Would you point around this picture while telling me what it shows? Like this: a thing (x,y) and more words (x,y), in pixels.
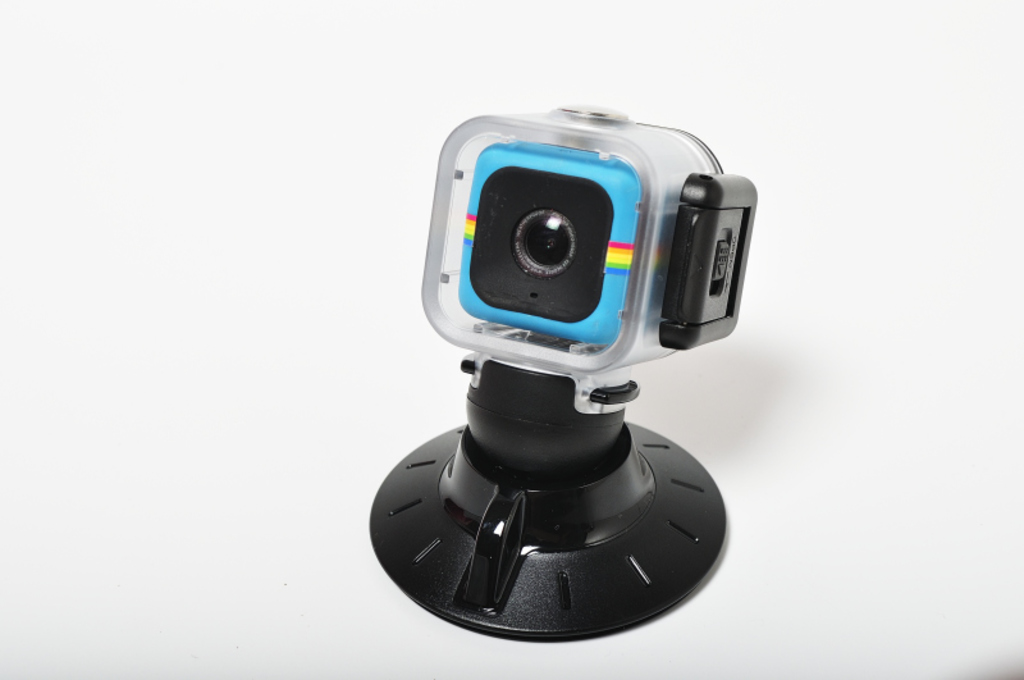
In this image I can see camera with stand (474,397) kept on the table (713,417).
